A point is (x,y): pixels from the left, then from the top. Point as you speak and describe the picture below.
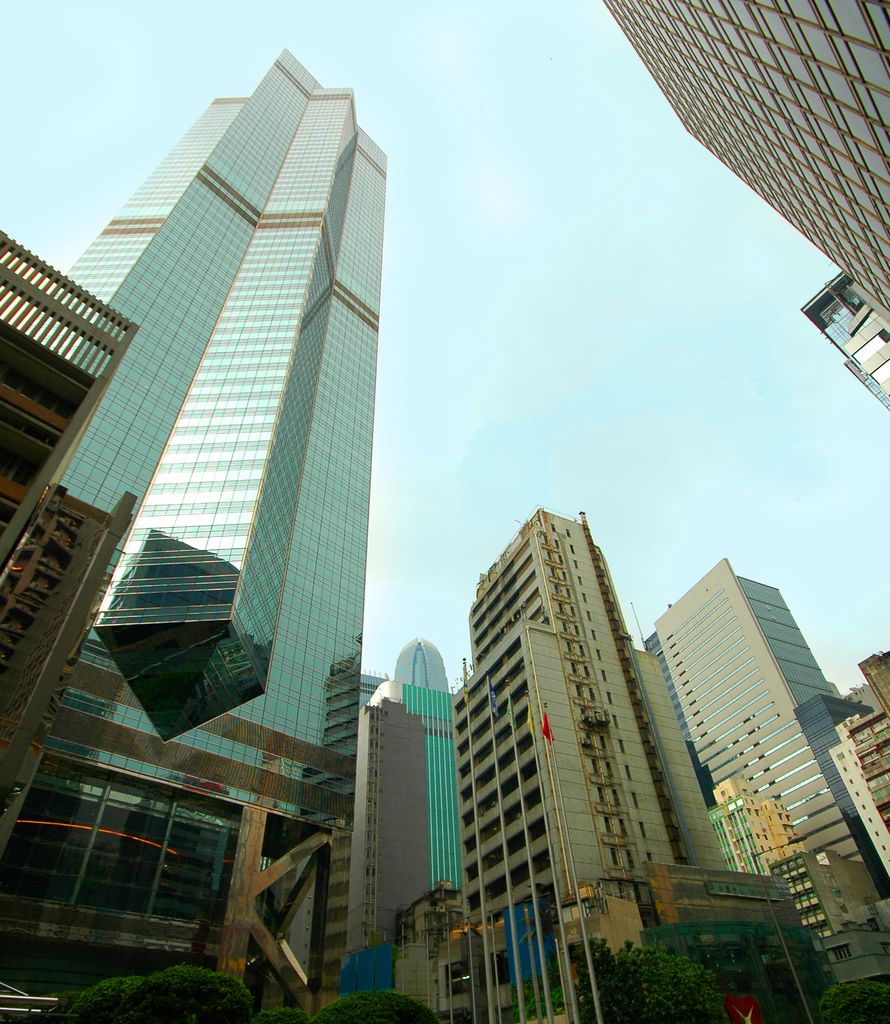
In this image we can see building (534,766), flags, poles (475,830) and trees (659,965). In the background (431,138) there is sky (518,310).
